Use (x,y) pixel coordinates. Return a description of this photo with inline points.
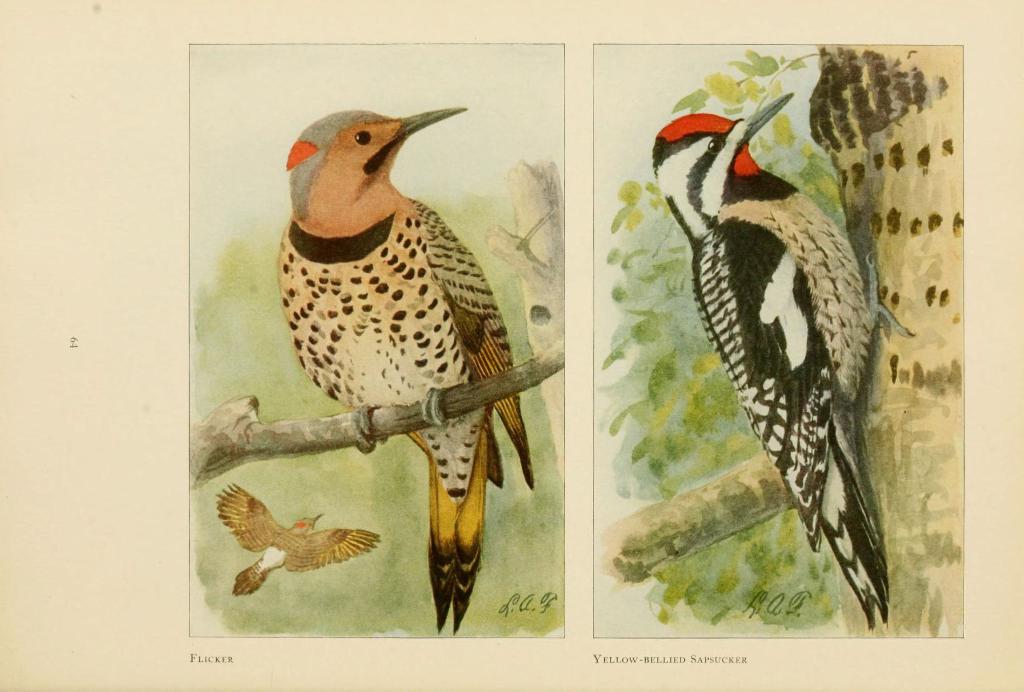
This image is a painting. In this we can see paintings (325,179) of a bird (336,168) on the tree (702,512).
